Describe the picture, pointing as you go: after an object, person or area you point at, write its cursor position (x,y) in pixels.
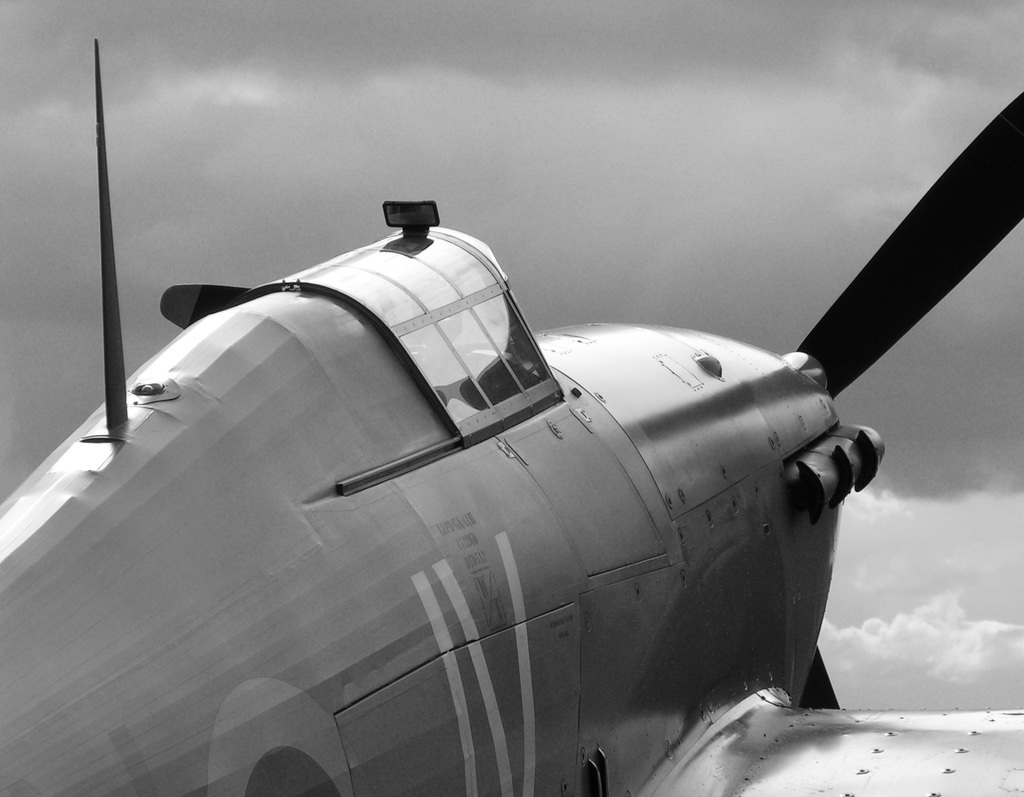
In the center of the image (543,485) there is an aeroplane (487,588). In the background (263,63) there are clouds (702,148) and sky (905,544).
